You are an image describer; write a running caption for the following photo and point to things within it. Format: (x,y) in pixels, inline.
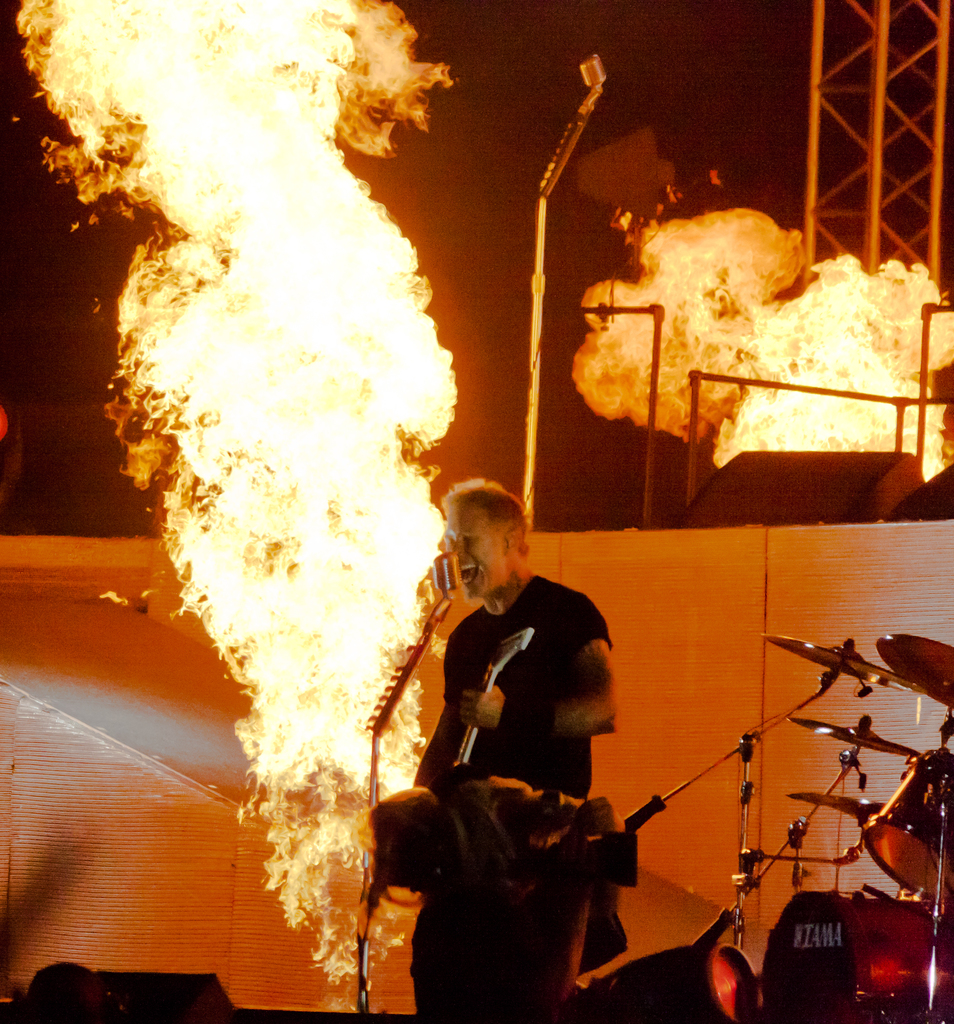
In this image we can see a man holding a guitar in his hands (490,699) and playing it. There is a mic (457,569) in front of him through which he is singing. In the background (352,740) we can see a fire (350,476) raising. This is a drum set (830,924).
